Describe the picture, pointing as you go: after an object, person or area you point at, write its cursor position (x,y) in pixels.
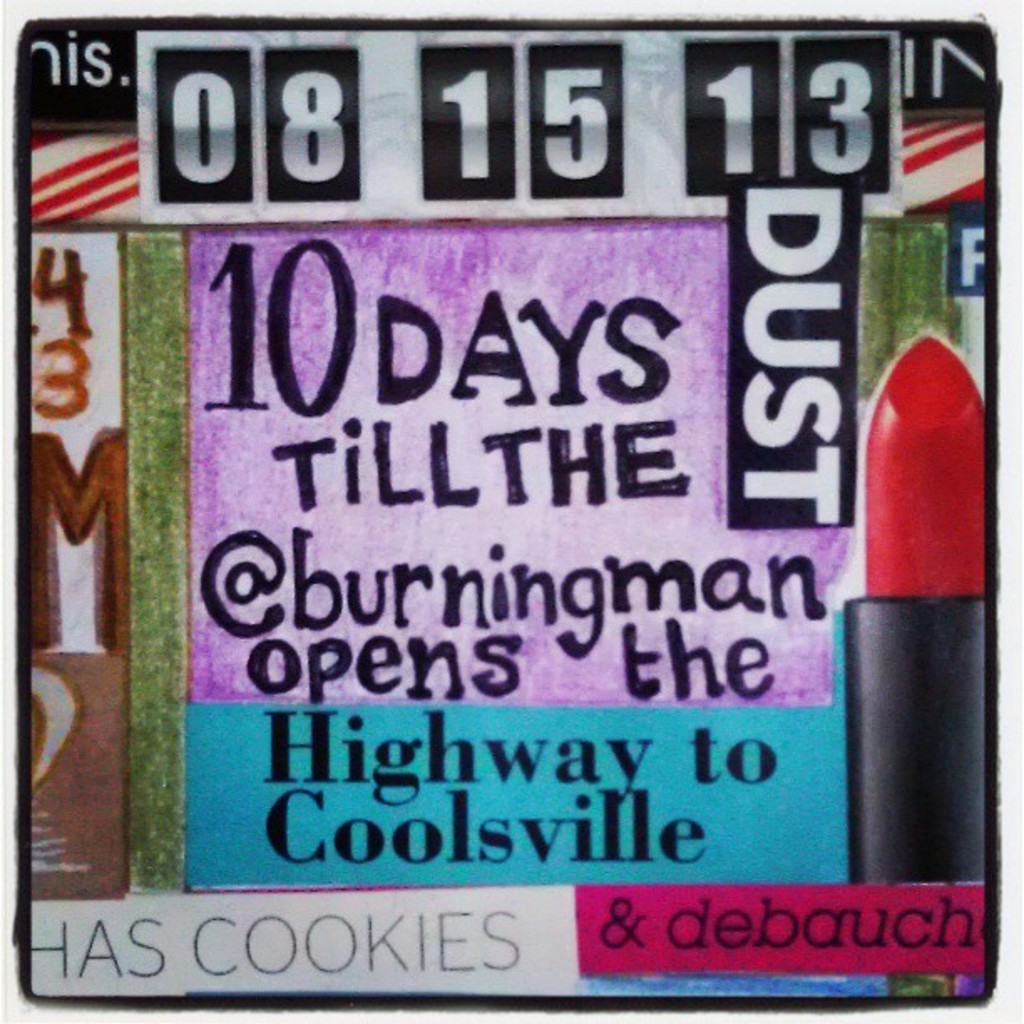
In this image there is a poster (470,501) with some text (596,426).
